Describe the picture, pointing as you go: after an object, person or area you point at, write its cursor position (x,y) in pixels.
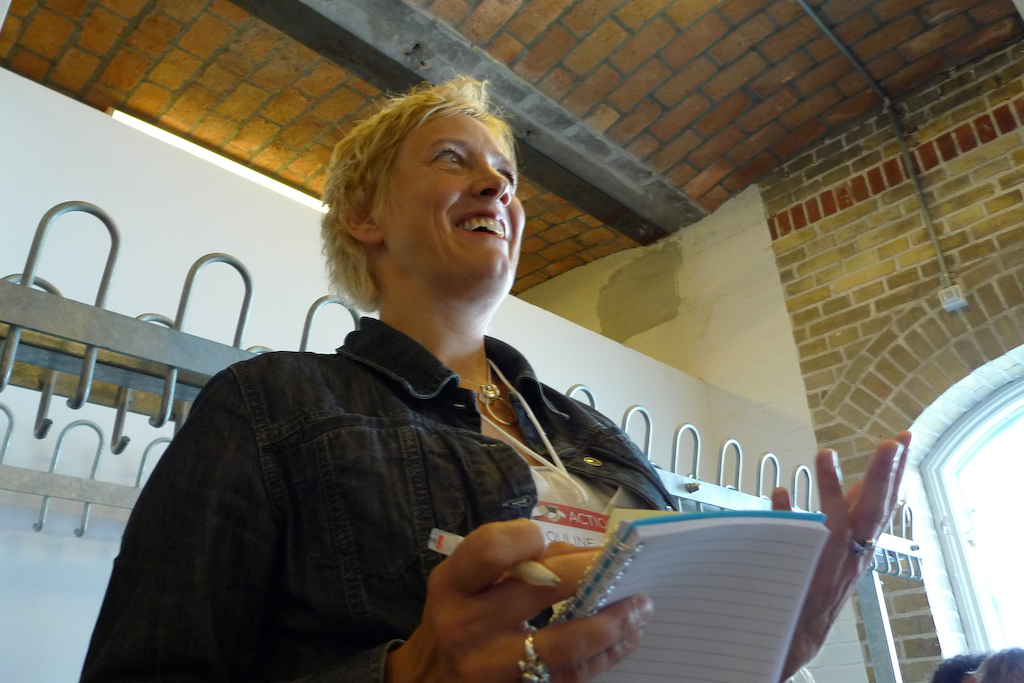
In the picture we can see a woman (334,499) standing and holding a book (770,543) with pen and she is wearing a black shirt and she is laughing and in the background (743,312) we can see a wall (724,312) and to the ceiling (675,54) we can see a brick wall design (667,141).
